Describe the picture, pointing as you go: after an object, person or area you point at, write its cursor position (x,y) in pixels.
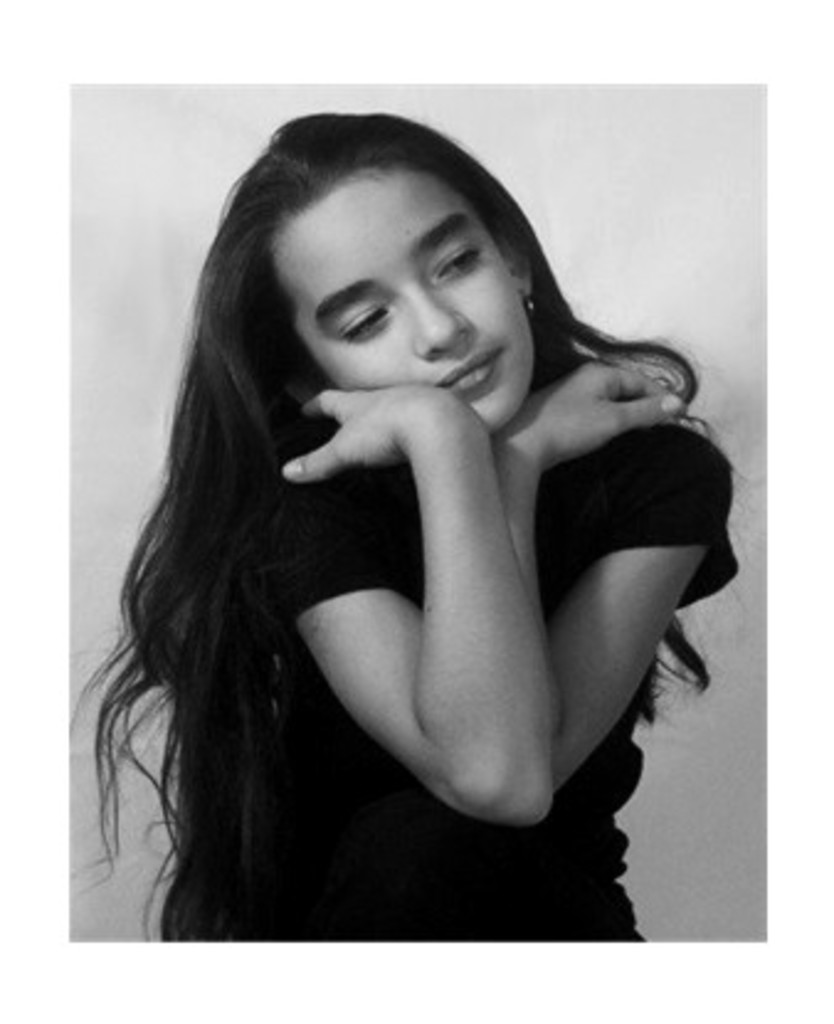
This is a black and white picture. The girl (279,504) in the middle of the picture (410,510) is wearing black t-shirt (625,768). Behind her, it is white in color.
